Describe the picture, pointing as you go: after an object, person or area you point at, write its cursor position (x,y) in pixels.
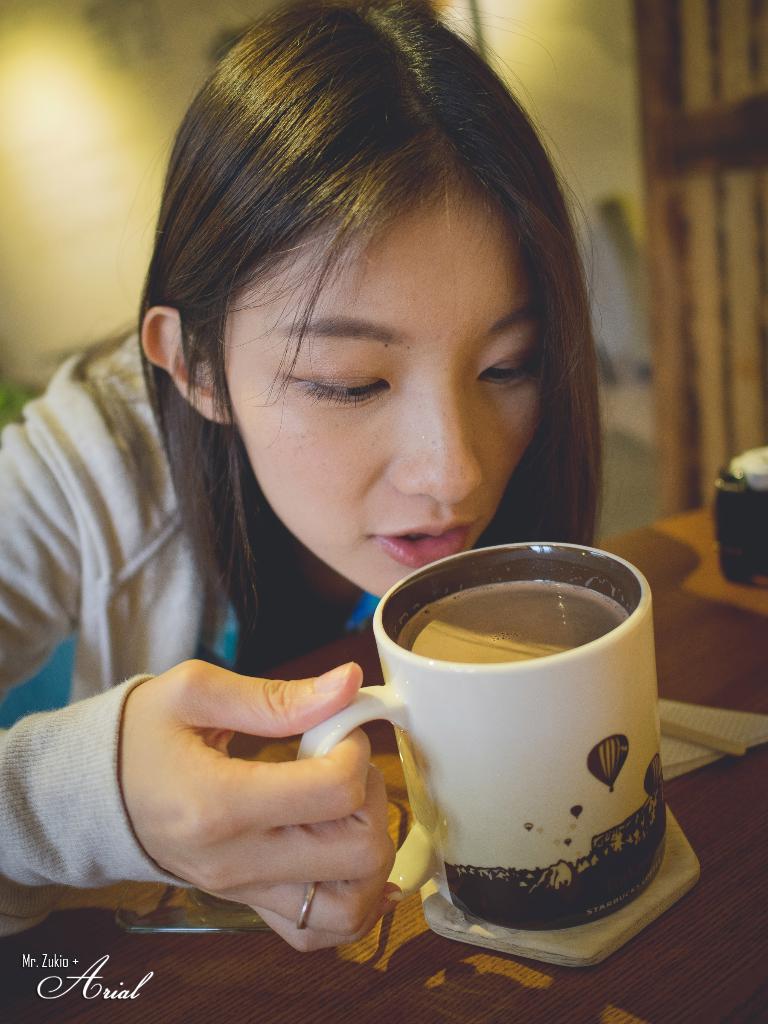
this picture shows a girl (308,527) holding a Jug (524,555) in her hand (381,827) on the table (180,1006) we see light (112,99) and wall (112,143).
